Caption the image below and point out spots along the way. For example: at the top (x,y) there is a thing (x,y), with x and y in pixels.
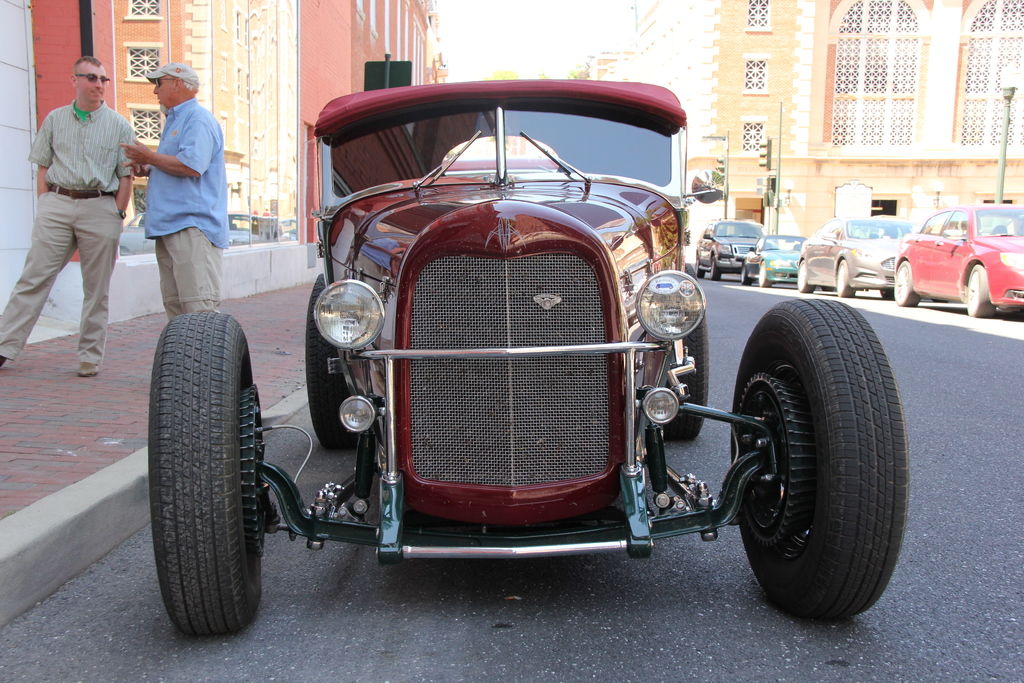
On the left side (192,201), there are two persons (177,129) on a footpath (133,433). Beside this footpath (143,424), there are vehicles (575,130) in different colors on the road (1009,366). On both sides of this road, there are buildings (344,38).
